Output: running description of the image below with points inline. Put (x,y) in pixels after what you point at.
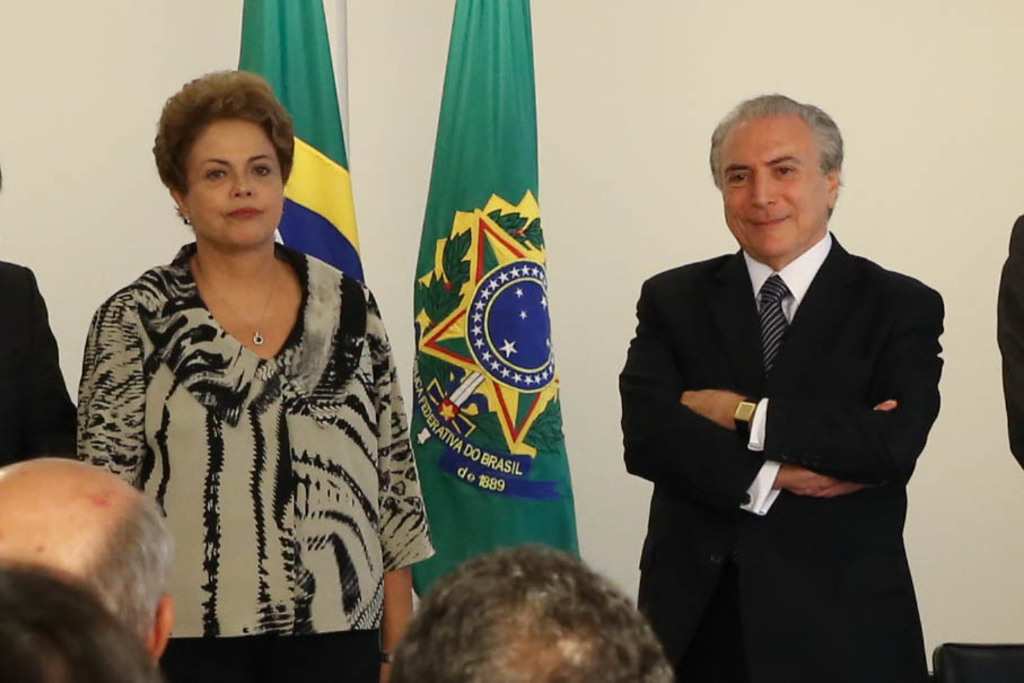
In the foreground of this picture (465,606) we can see the group of people (518,605). In the center (372,452) we can see the group of people (806,357) standing and we can see the chairs (966,682). In the background (492,121) we can see the flags (469,231) containing the text (467,456), numbers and the depictions of leaves (453,269) and some other objects (515,255) and we can see a wall like object (681,73) in the background (663,139).
